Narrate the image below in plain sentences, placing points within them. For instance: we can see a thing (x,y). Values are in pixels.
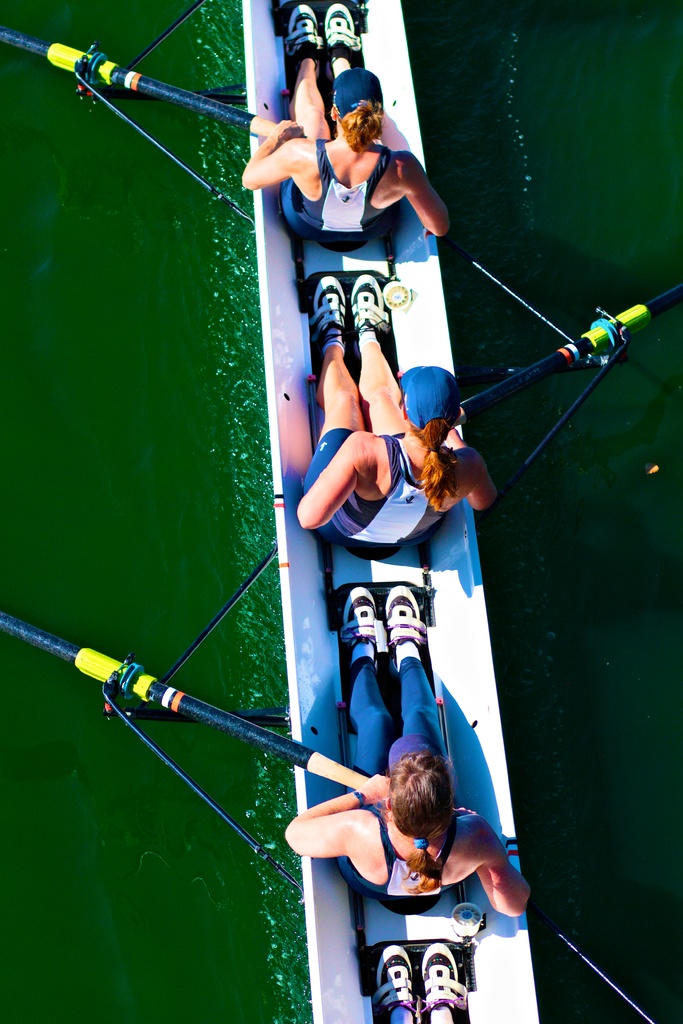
In this image, I can see three persons (342,473) are boating in the water (679,376) and are holding some objects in their hand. This picture might be taken in a day.
